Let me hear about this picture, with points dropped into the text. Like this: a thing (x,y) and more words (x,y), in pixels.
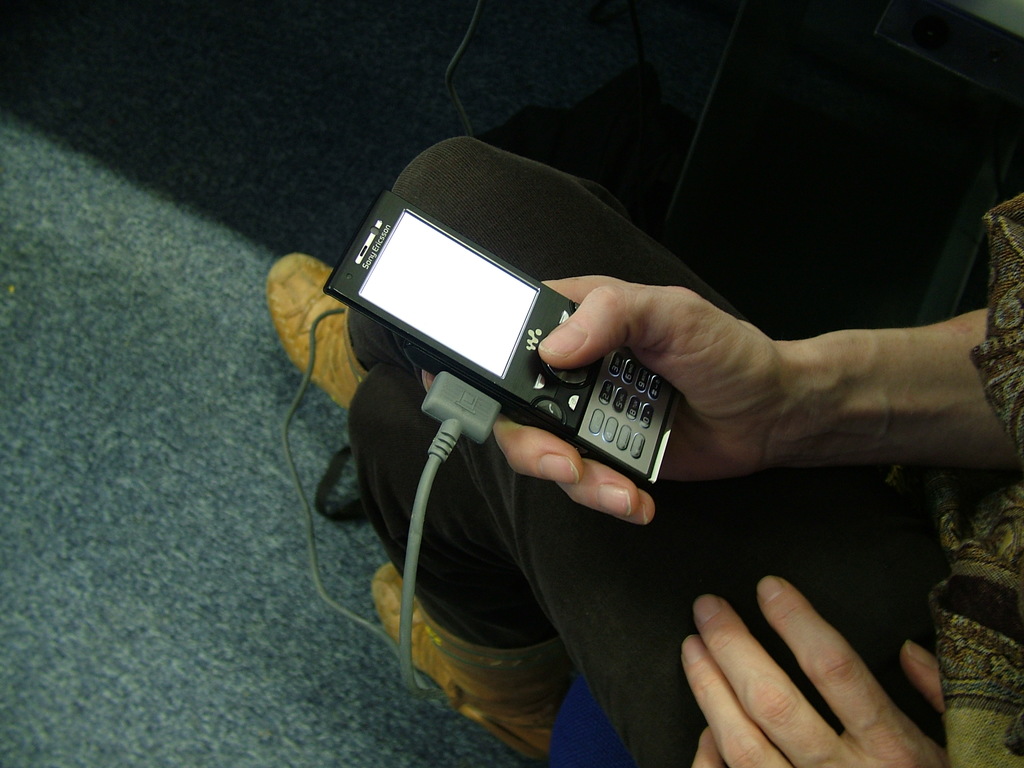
In the image we can see a person (866,583) wearing clothes (854,569) and shoes (526,660) and the person (725,454) is holding a gadget (575,379) in hand (580,337). Here we can see cable wire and a floor (304,431).
